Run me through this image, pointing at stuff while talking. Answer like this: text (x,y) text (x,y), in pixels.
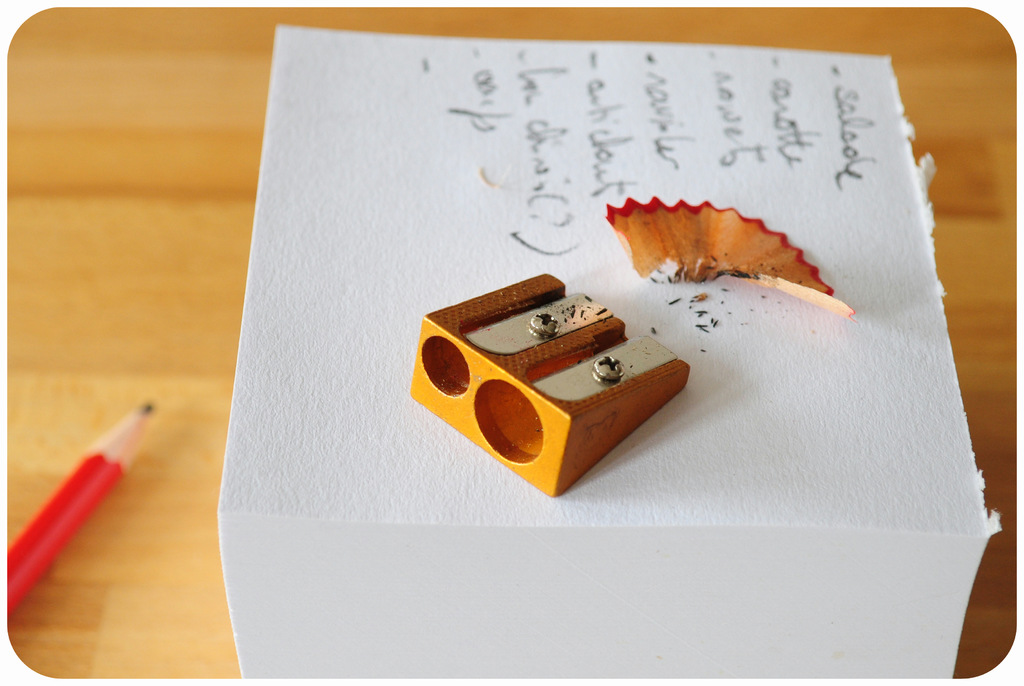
Here in this picture we can see a table (249,183), on which we can see a pencil (152,409) present and we can also see a chart (775,151) with something written on it over there and on that we can see a sharpener (522,355) and the pencil shavings stuff (670,279) present over there.
